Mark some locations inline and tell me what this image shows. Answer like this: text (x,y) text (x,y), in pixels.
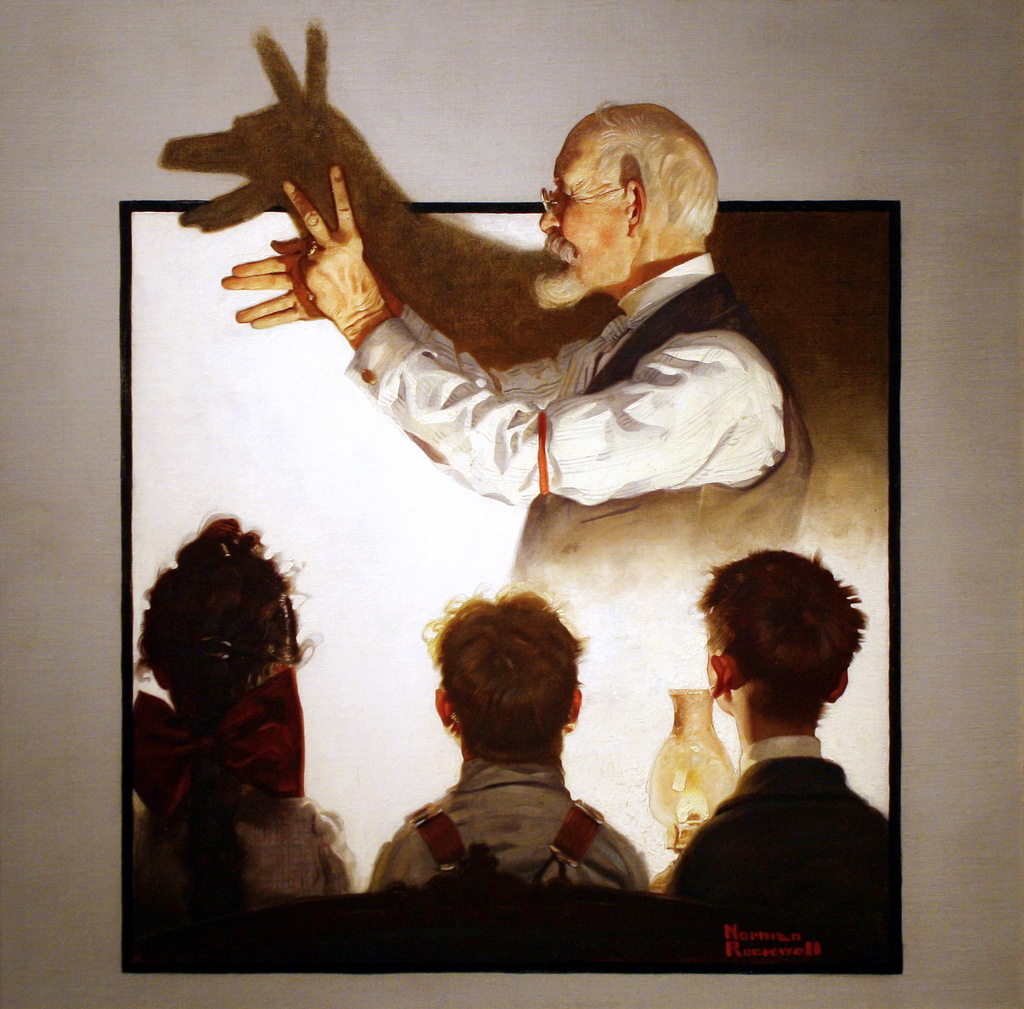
In the middle of the image (557,569) we can see a frame (528,459), in the frame (505,579) we can find few people (563,620).
